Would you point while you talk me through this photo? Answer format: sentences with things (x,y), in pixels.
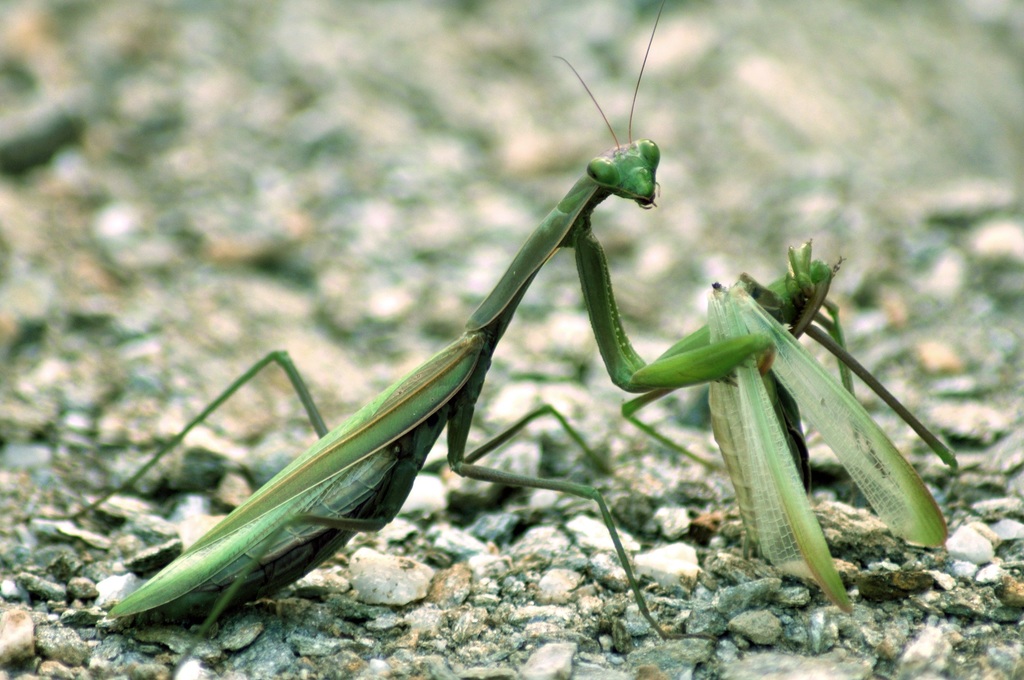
In this image I can see two insects (325,431) which are green in color on the ground (512,466) and I can see the blurry background (254,136).
